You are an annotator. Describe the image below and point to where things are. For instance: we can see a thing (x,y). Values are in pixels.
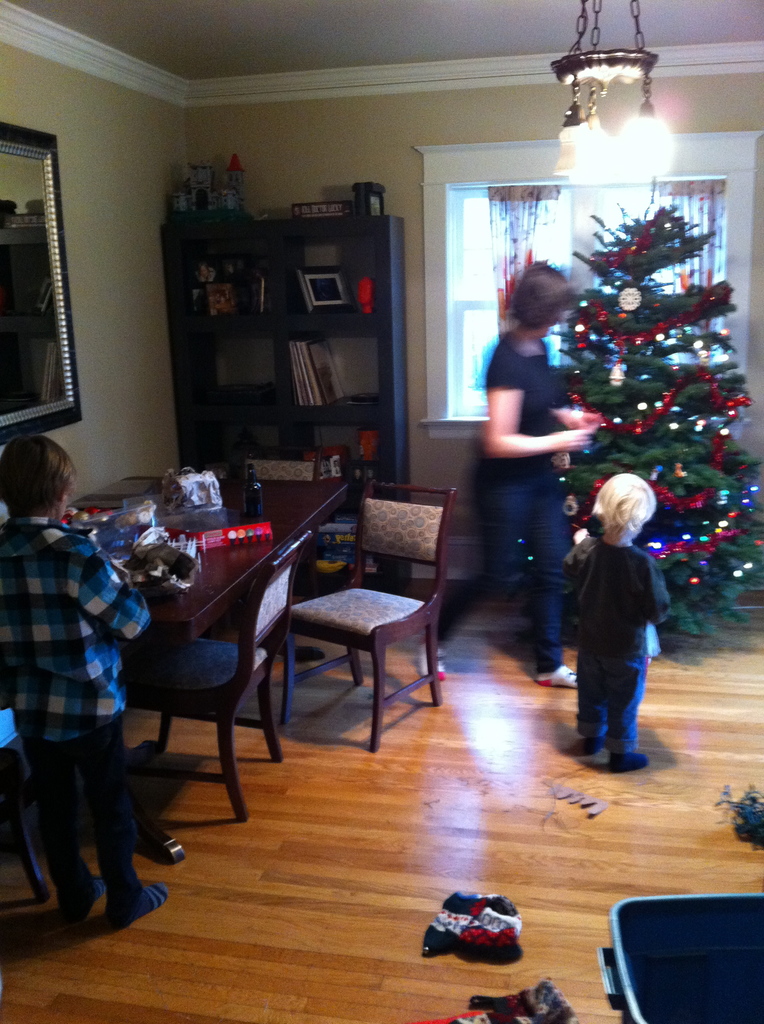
The image is inside of room (198,527) in the image there are three people (98,631). On right side (528,441) there are two people (596,572) woman (545,421) and a kid (624,500) standing in front of a christmas tree (657,351). On left side (67,580) there is a boy (73,611) standing in front of a table (166,612), on table (185,598) we can see some toys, bottle (251,496) and a hand bag (219,482) and we can also see two chairs (416,551) and a shelf (241,458). On shelf (333,327) there are some books (303,375), photo frames (329,292), toys (197,205). In middle (485,403) there is a window (478,244) which is closed and curtains (500,251) we can also see a wall (164,169) on wall (85,233) a mirror (40,198) is attached to it. On top (427,25) there is a roof (514,50) and lights (587,122).
